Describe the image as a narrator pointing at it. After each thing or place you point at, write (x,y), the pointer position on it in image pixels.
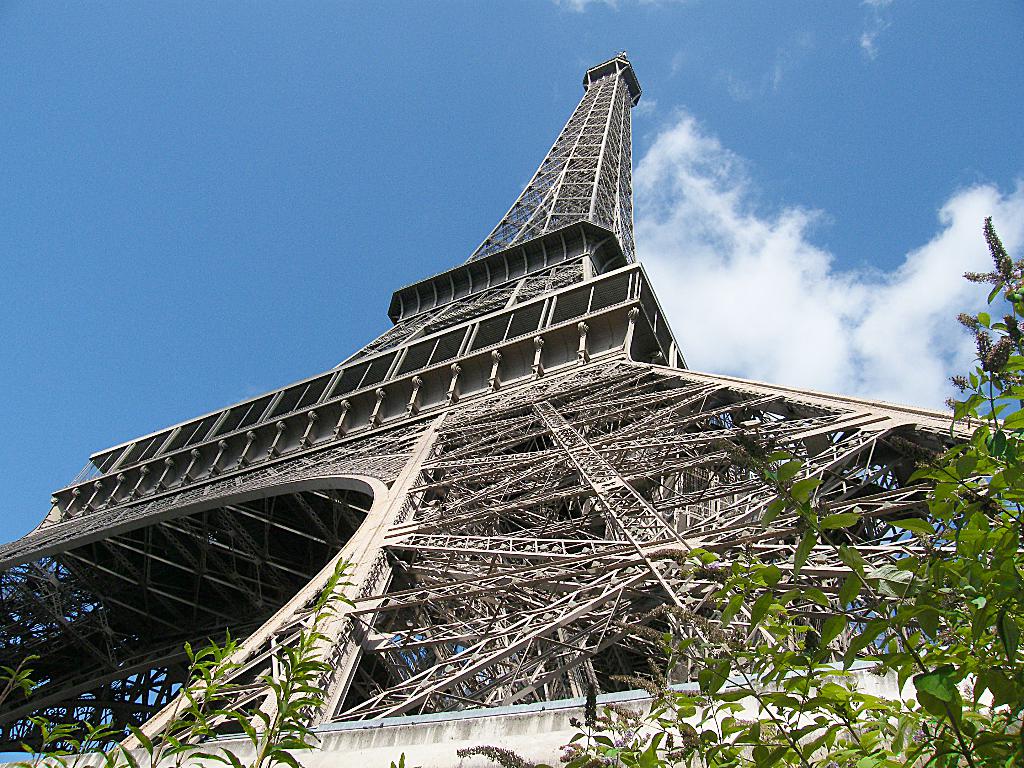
In this picture I can see a tower (374,363) and I can see a tree (679,724) and plants (984,750) and a blue cloudy sky (294,99).
